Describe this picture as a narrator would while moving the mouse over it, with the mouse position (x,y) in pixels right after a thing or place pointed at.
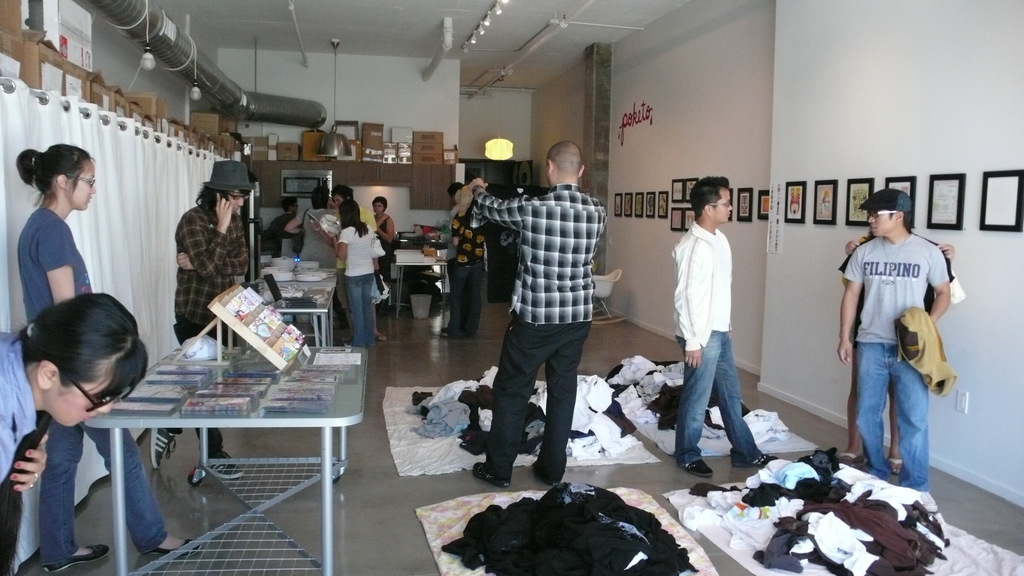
In this image we can see a group of people (364,327) standing on the floor (387,464). In the foreground (632,469) we can see some clothes (583,405). On the left side of the image (341,370) we can see curtains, group of objects (299,347), plates (307,280) are placed on tables (294,422). In the center of the image (429,196) we can see a refrigerator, oven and cupboards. On the right side of the image (961,187) we can see some photo frames (869,179) on the wall (642,191) and a chair (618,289) placed on the floor (619,341). In the background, we can see some pipes (538,31) and lights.
